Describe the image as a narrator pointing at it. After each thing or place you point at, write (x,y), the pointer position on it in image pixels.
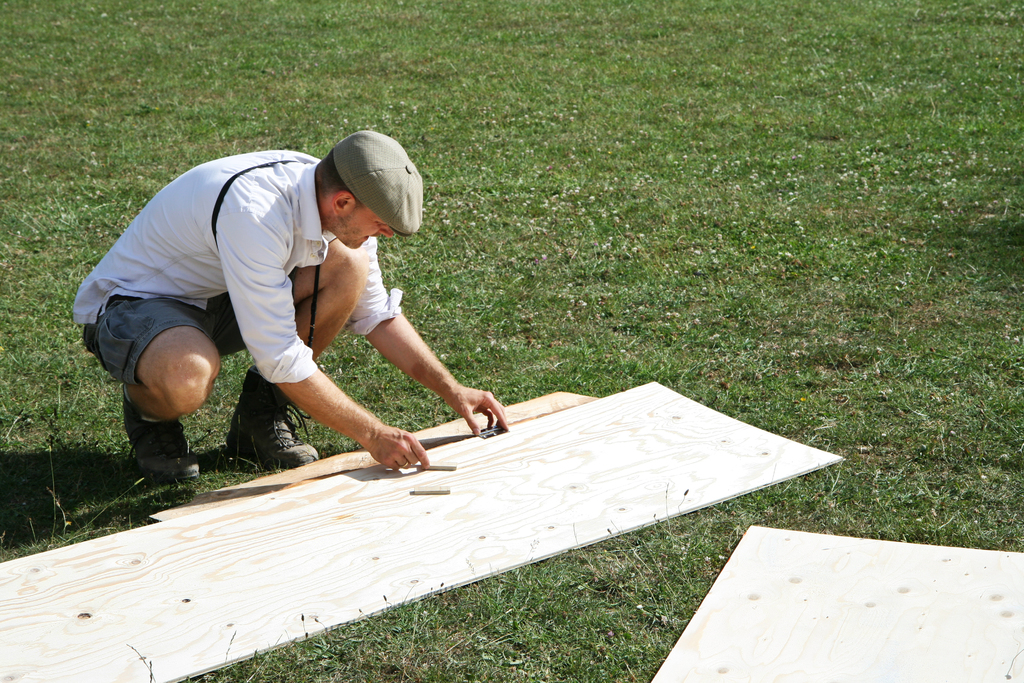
In the center of the image (371,302) there is a person (271,409) crouching at the plywood (748,470). In the background (681,38) we can see grass (458,67).
